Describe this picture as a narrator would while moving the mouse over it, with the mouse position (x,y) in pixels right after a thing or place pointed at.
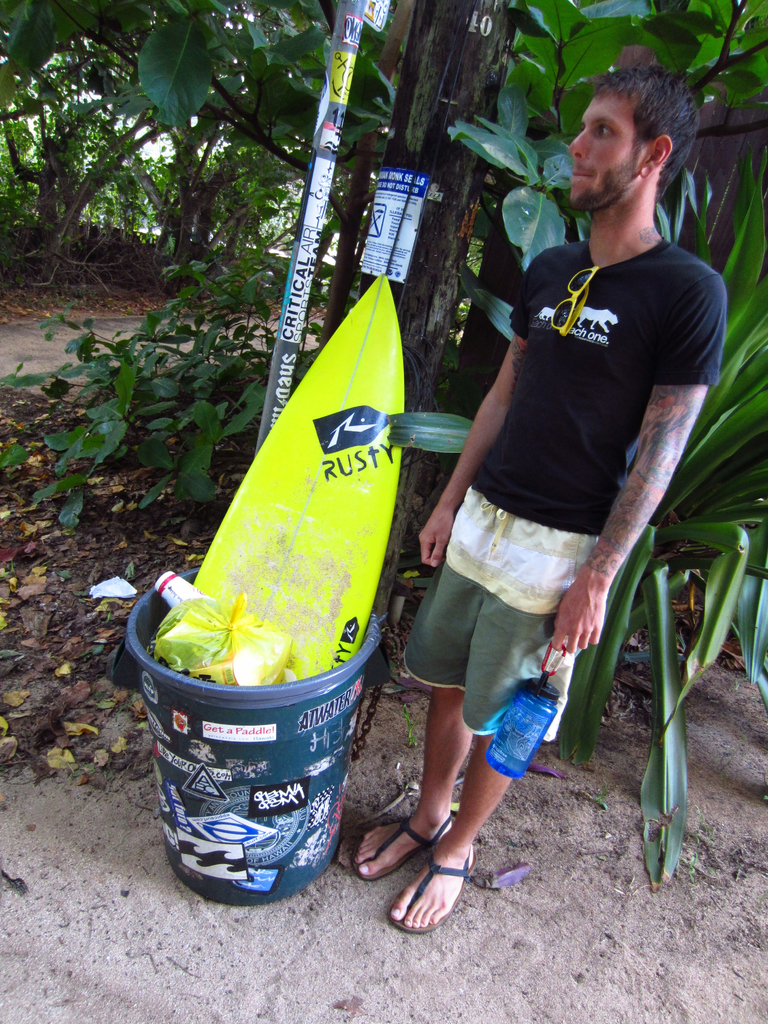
In this image I can see a man (518,526) wearing t-shirt (600,378), short (516,613), holding a bottle (547,674) in the hand (572,630), standing and looking at the left side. Beside this man (465,547) there is a dustbin (227,742) is placed on the ground (197,955). In the background (152,195), I can see many plants (212,295) and trees (183,135) and also there is a pole (437,160).
